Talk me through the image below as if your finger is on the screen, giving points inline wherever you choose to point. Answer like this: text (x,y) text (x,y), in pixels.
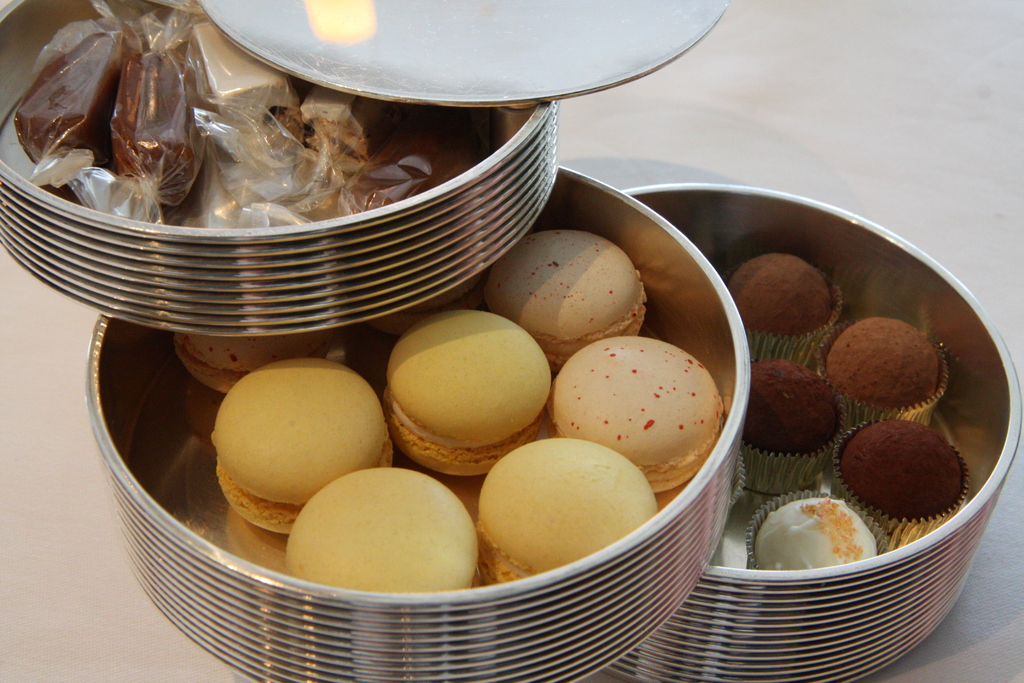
In the image there are mini cakes (193,129), cookies (416,475), truffles (807,444) kept in the boxes (198,294).
